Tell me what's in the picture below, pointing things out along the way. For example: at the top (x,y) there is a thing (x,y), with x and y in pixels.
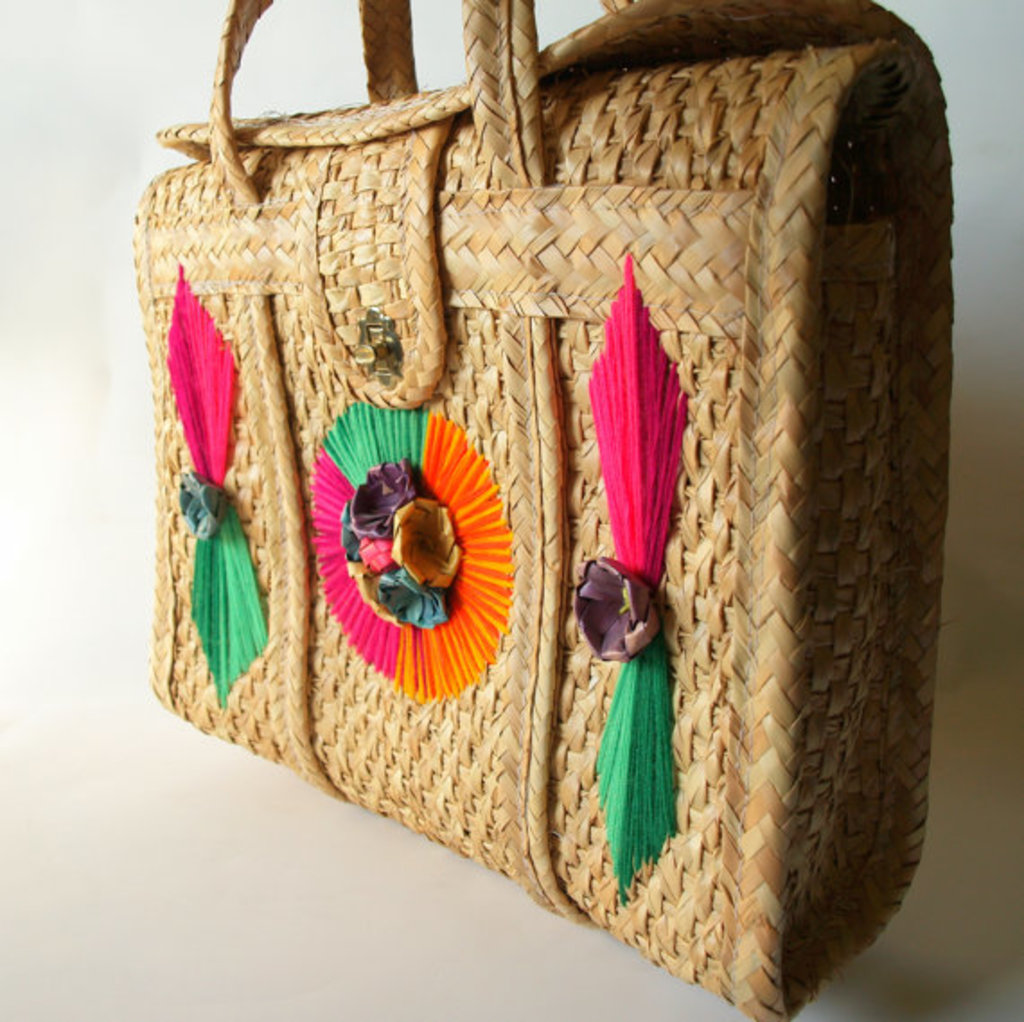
It is handmade bag (693,446).
